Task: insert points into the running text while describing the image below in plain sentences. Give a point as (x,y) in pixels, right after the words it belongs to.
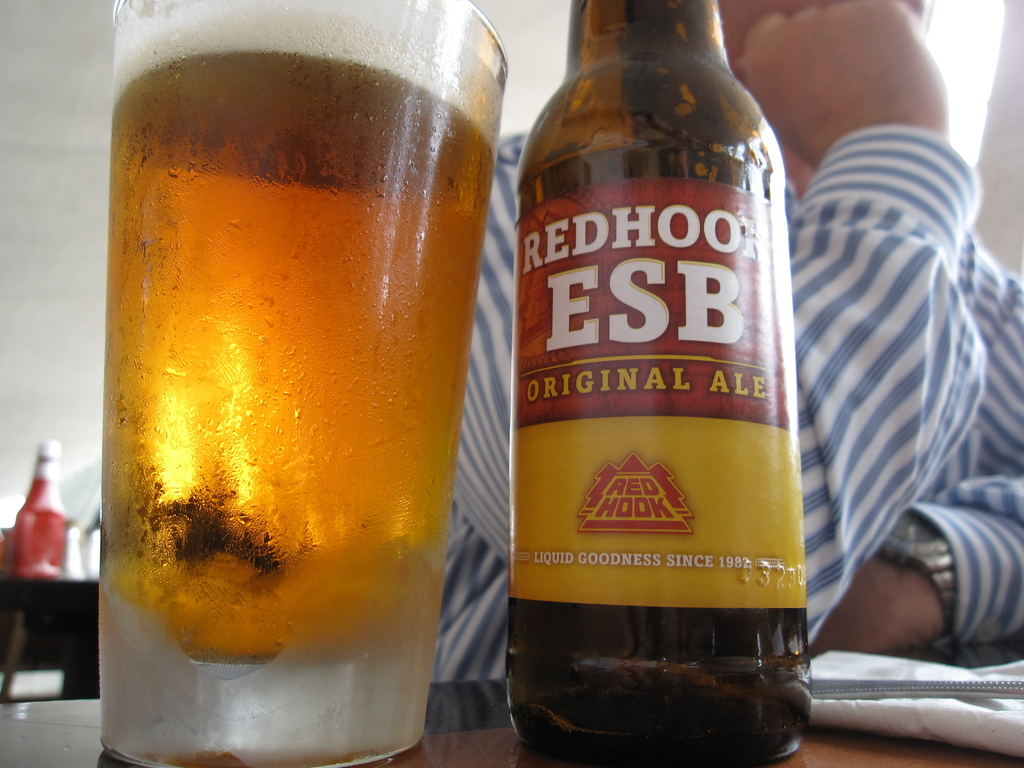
In this image there is a bottle of beer (702,320) on the table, beside the beer (592,388) there is a glass of beer (401,324), behind the bottle (573,281) there is a person (821,414).
